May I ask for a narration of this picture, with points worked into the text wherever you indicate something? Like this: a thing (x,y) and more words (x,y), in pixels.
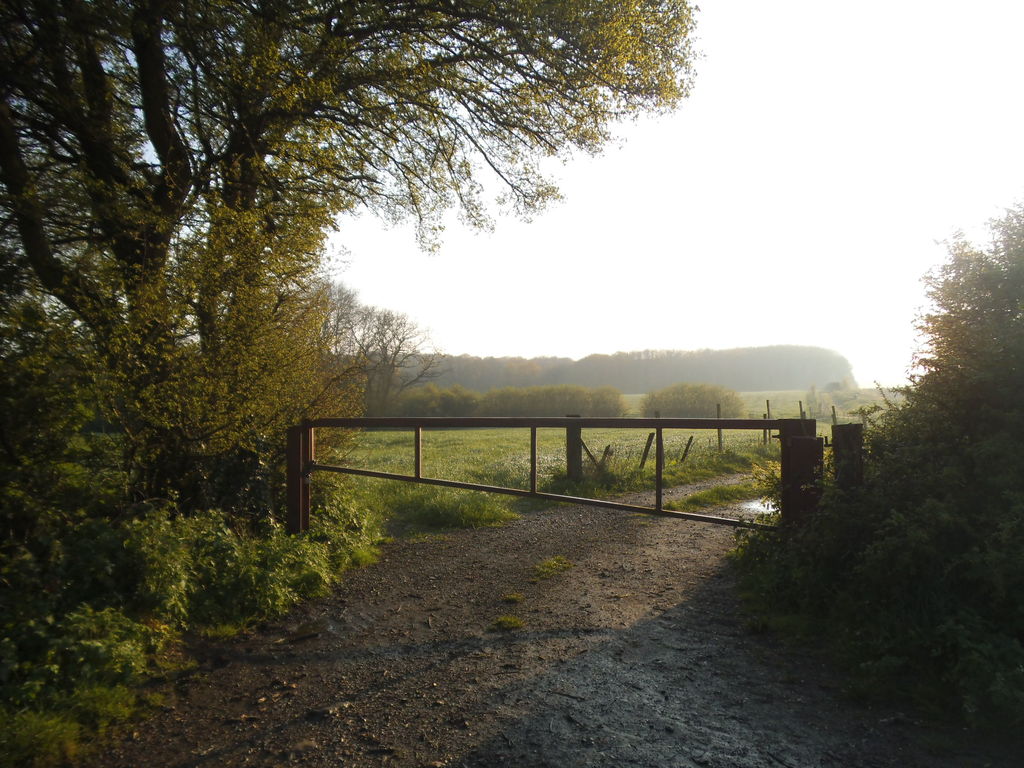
In this image we can see trees (257,401), shrubs (530,411), bushes (769,492), ground (798,394) and sky (572,261).
